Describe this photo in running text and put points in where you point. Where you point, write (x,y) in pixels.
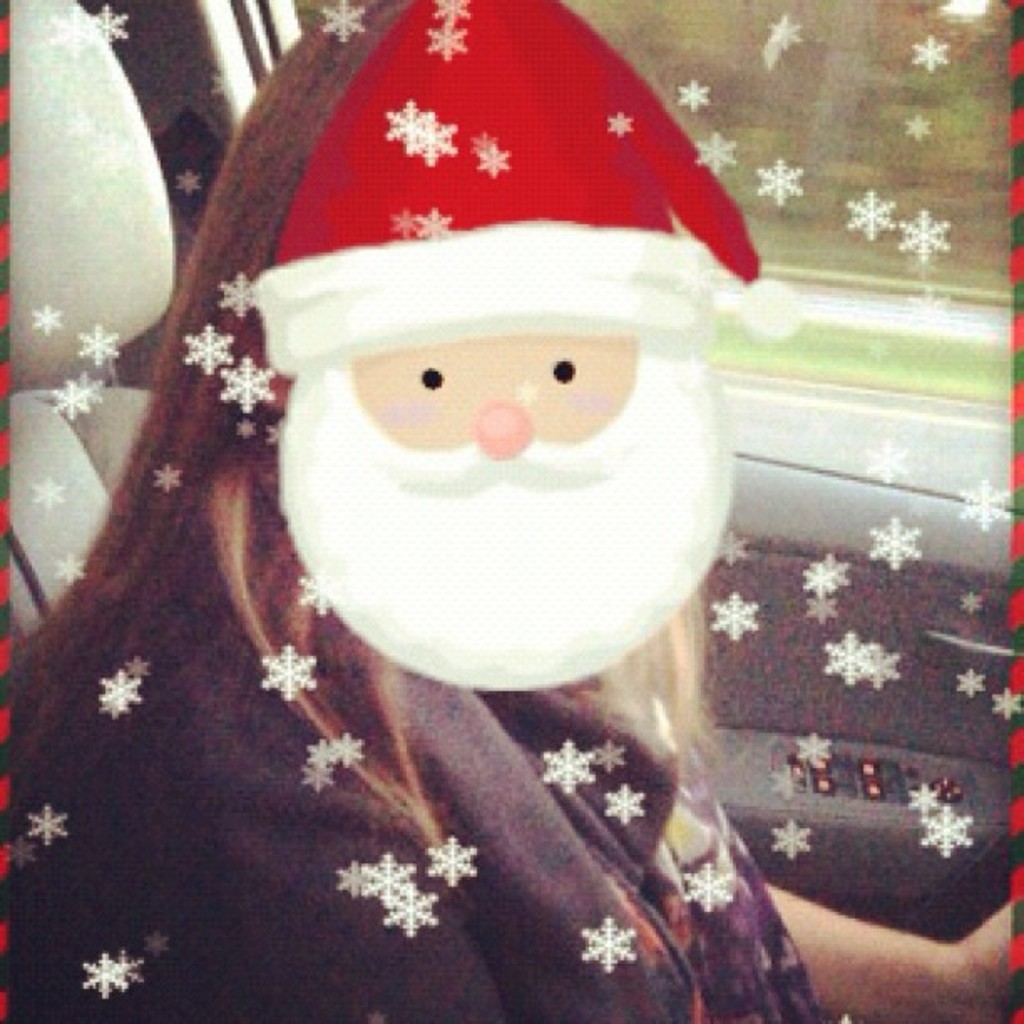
In the picture I can see a person (645,759) is sitting in the car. I can also see a cartoon face (485,471) on the image.
